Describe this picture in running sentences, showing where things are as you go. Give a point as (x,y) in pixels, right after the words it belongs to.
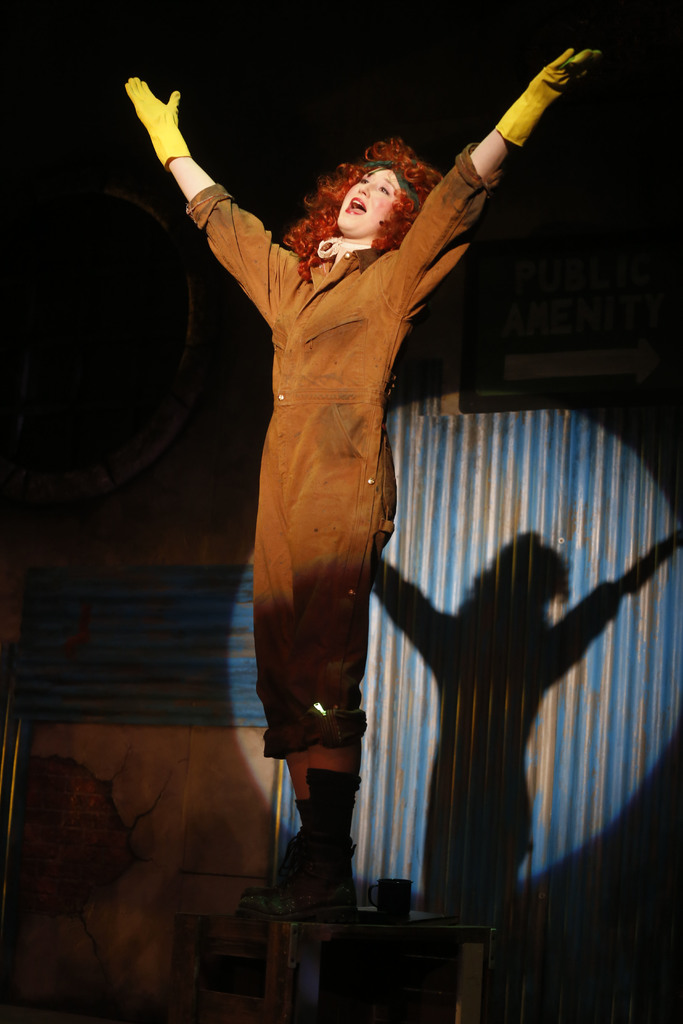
In the center of the image (334,648) we can see a person (357,187) standing on the table (476,1018). She is wearing a costume (336,496). In the background (385,860) there is a wall (429,860) and we can see a shadow (474,822) on the wall (465,749).
